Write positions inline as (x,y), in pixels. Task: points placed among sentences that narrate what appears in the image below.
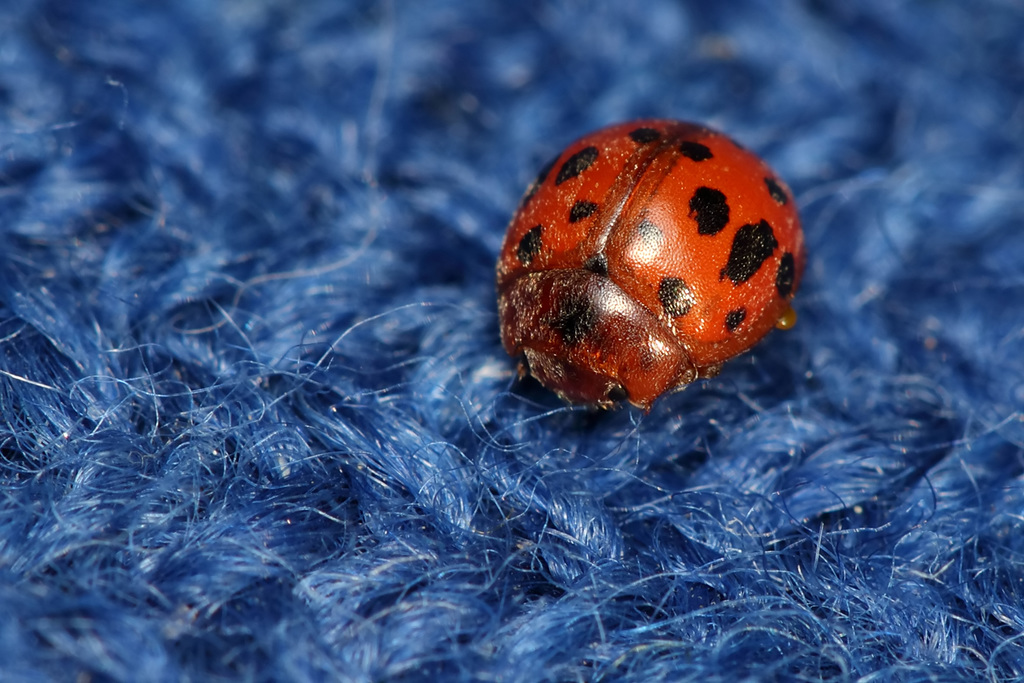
This image consists of an insect (652,335) in red color. At the bottom (621,529), we can see a cloth (510,593) in blue color.
